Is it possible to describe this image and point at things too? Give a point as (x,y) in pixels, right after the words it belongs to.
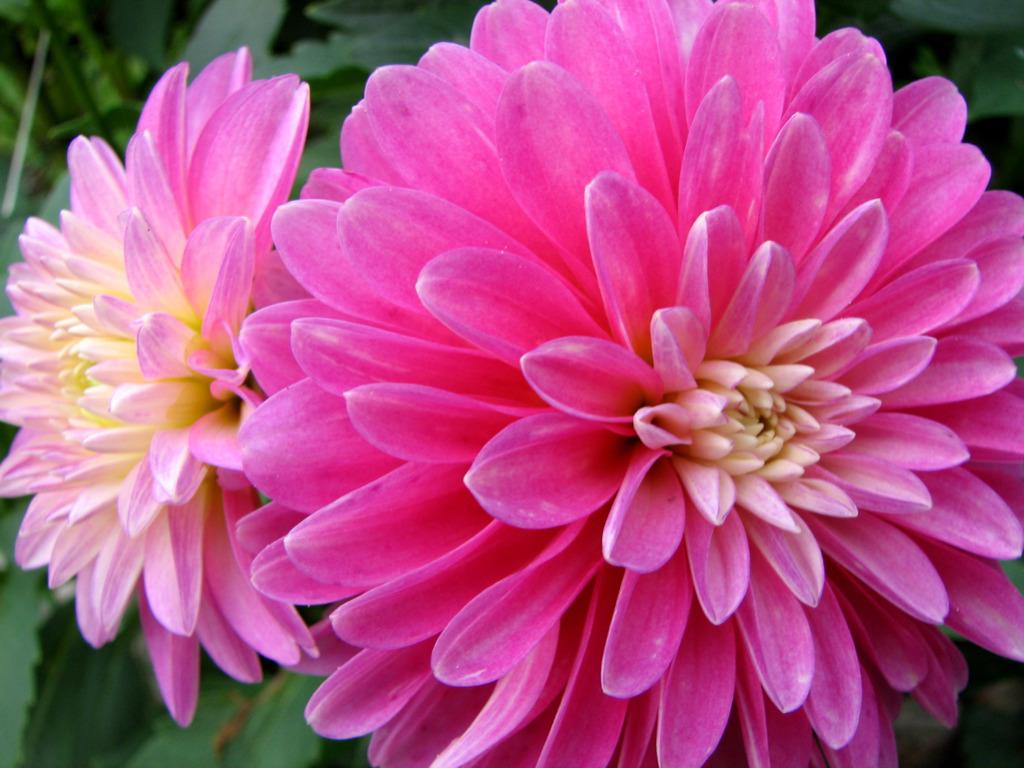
In this image we can see two flowers (343,413) which are in pink and yellow color and in the background of the image (315,46) there are some leaves (97,675) which are green in color.
